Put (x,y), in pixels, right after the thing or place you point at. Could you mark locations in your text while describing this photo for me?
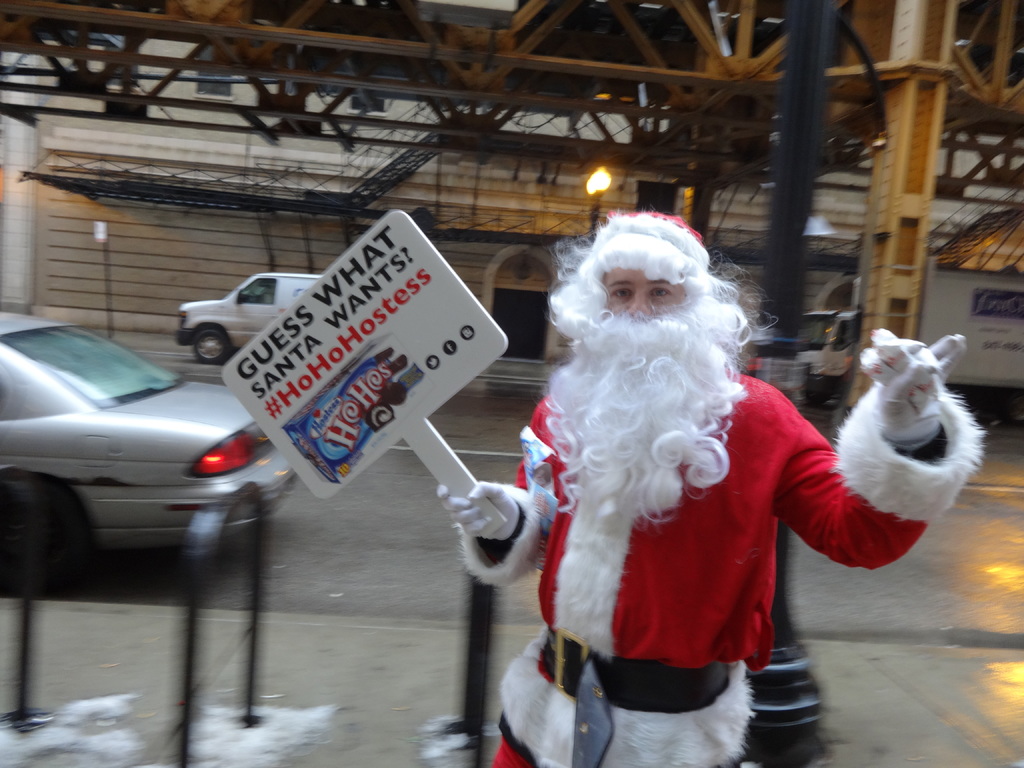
This is an outside view. Here I can see a person (641,556) wearing a Santa Claus costume (607,643), standing and holding a board (379,400) in the hand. On the left side (107,406) I can see two cars (191,472) on the road (336,540). In the background (517,159) there is a building (154,164) and I can see a bridge (676,45).
